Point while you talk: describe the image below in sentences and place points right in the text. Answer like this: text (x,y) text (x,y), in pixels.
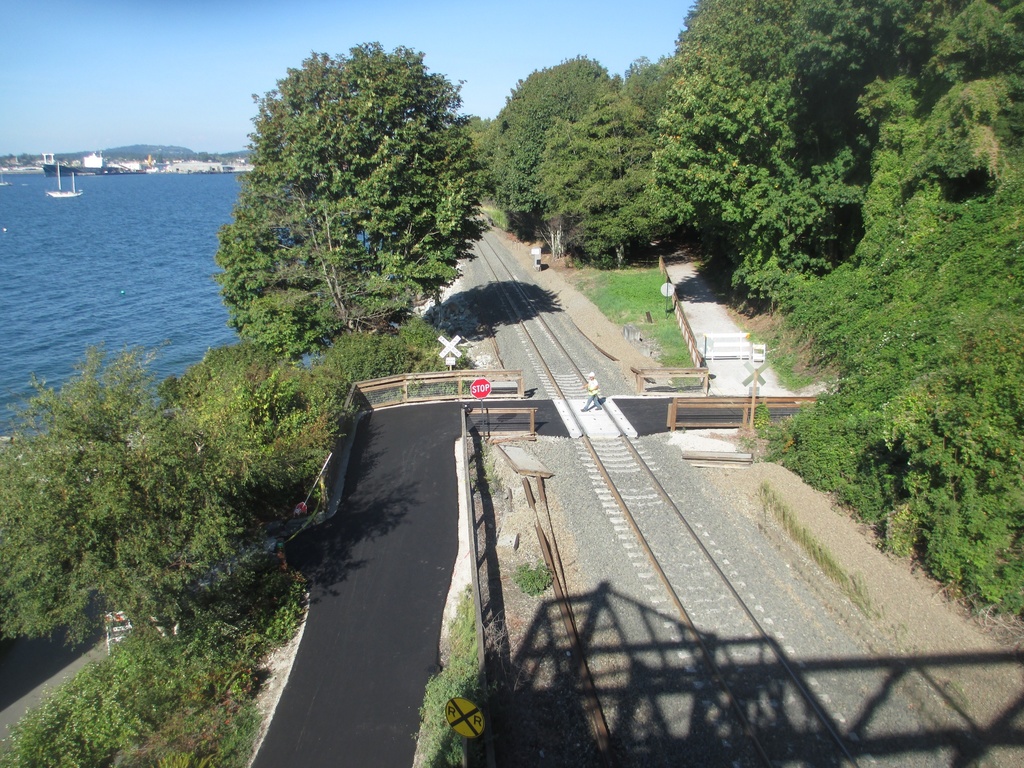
At the middle of the image (606,395) we can see a track (603,467) and a person (587,394) crossing the track (619,447) walking on the road (394,543), there are some trees (644,227) at right side of the image (761,267) and at left side of the image (116,304) there is water (178,236) and at the background of the image (128,151) there are some buildings (171,166), mountains (168,150) and clear sky (118,34).
